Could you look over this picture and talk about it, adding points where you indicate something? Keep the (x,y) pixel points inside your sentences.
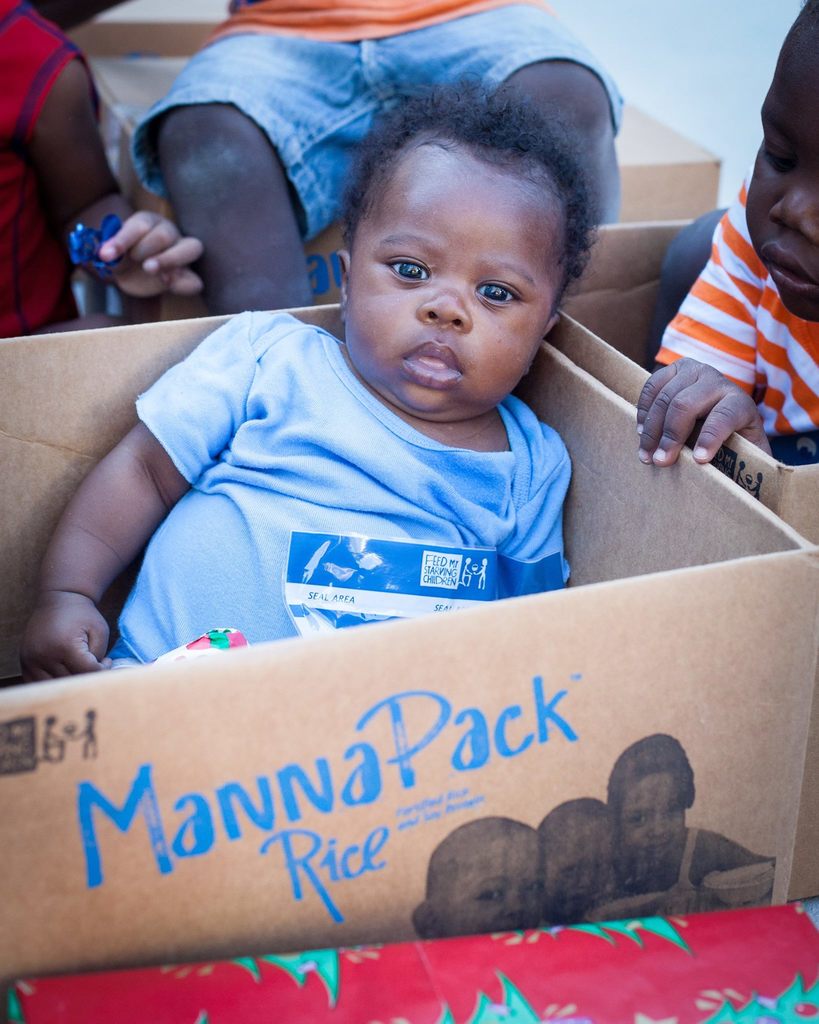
In this image in the center (505,665) there are some boxes (77,372), and in the boxes (609,441) there are some children (728,361). In the background (360,126) there are two boys (158,121) who are sitting on boxes (166,207), at the bottom (487,997) there is another box (379,999).
